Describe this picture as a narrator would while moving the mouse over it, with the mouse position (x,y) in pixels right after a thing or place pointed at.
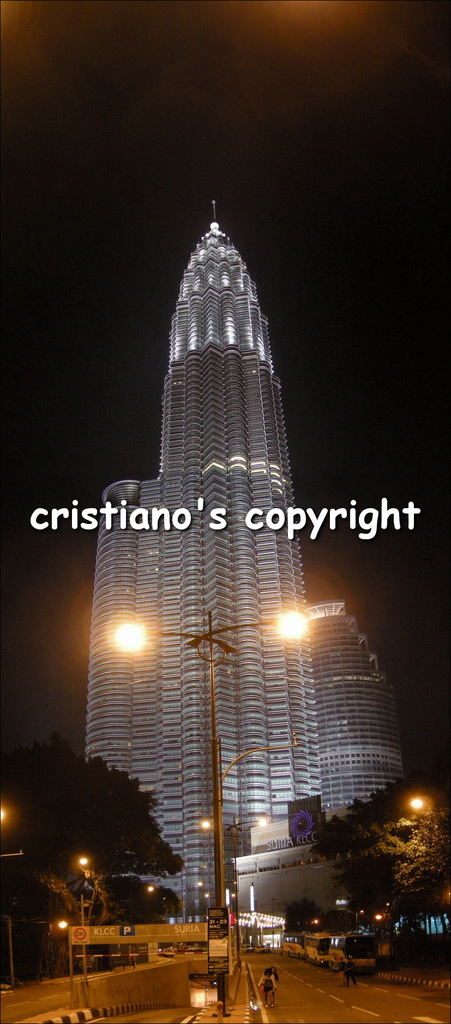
In this image there are buildings (277,824) and we can see trees (102,898). There are poles (237,953) and we can see lights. At the bottom (303,985) there is a road (326,985) and we can see people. There are vehicles (323,955) on the road (387,988) and we can see boards (226,952). In the background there is sky (341,472).
